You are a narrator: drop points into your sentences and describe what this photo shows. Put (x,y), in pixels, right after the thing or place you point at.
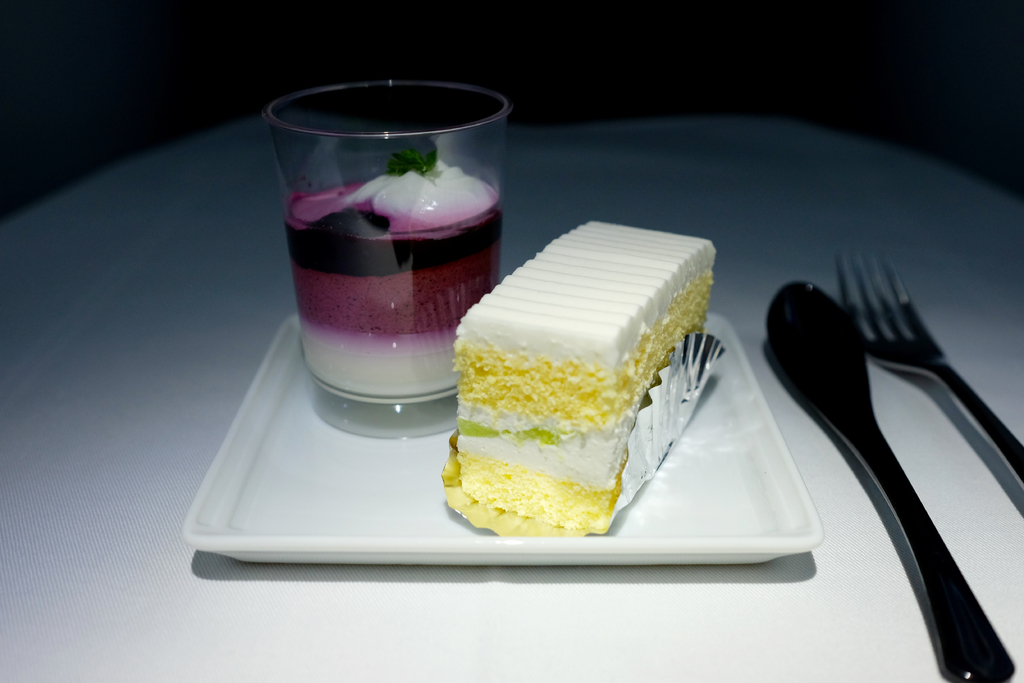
Here, we see a cake (640,382) with white cream (643,321) on it and a glass (350,322) with ice cream (418,253) filled in it is placed on a plate (438,455). Beside the plate (669,499), we see spoon (857,419) and fork spoon (954,398) which is placed on the dining table (5,231) covered with white color cloth (166,351).
